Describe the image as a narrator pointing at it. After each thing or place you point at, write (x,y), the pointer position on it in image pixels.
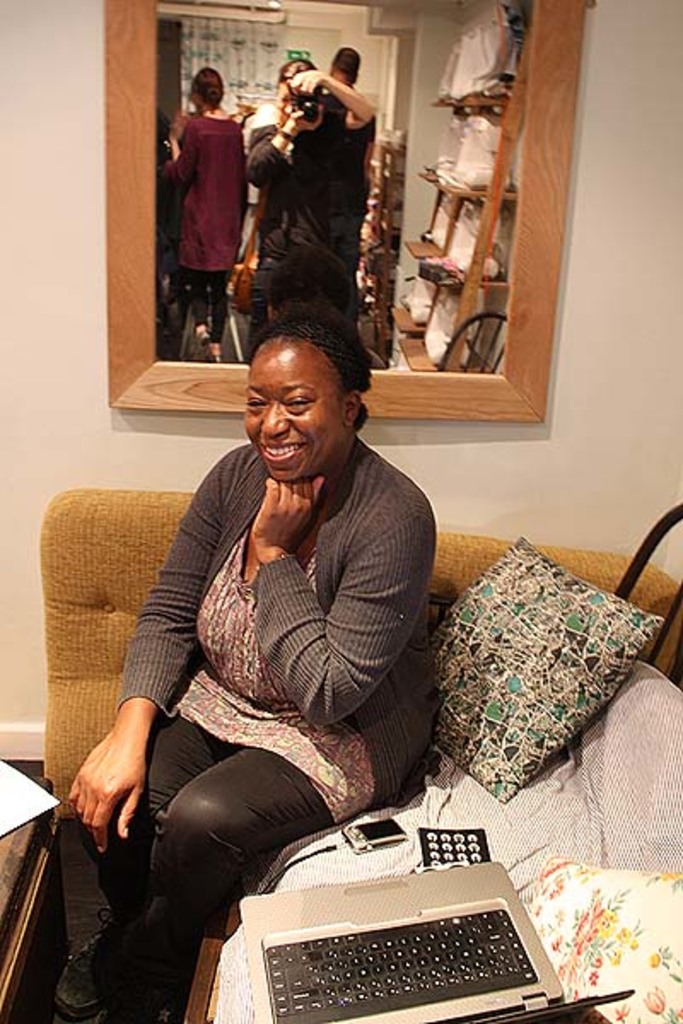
This is the woman (252,737) sitting on the couch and smiling. I can see a mobile phone (391,840), laptop (416,888) and cushions (617,910) placed on the couch (565,805). This is the mirror (545,190) with wooden frame (117,341), which is attached to the wall (69,277). I can see the reflection (294,170) of the woman (306,166) standing and holding a camera (306,112). I think she is clicking the pictures. This looks like a rack (496,205) with few objects (474,136) in it. I can see few people (222,152) standing.
